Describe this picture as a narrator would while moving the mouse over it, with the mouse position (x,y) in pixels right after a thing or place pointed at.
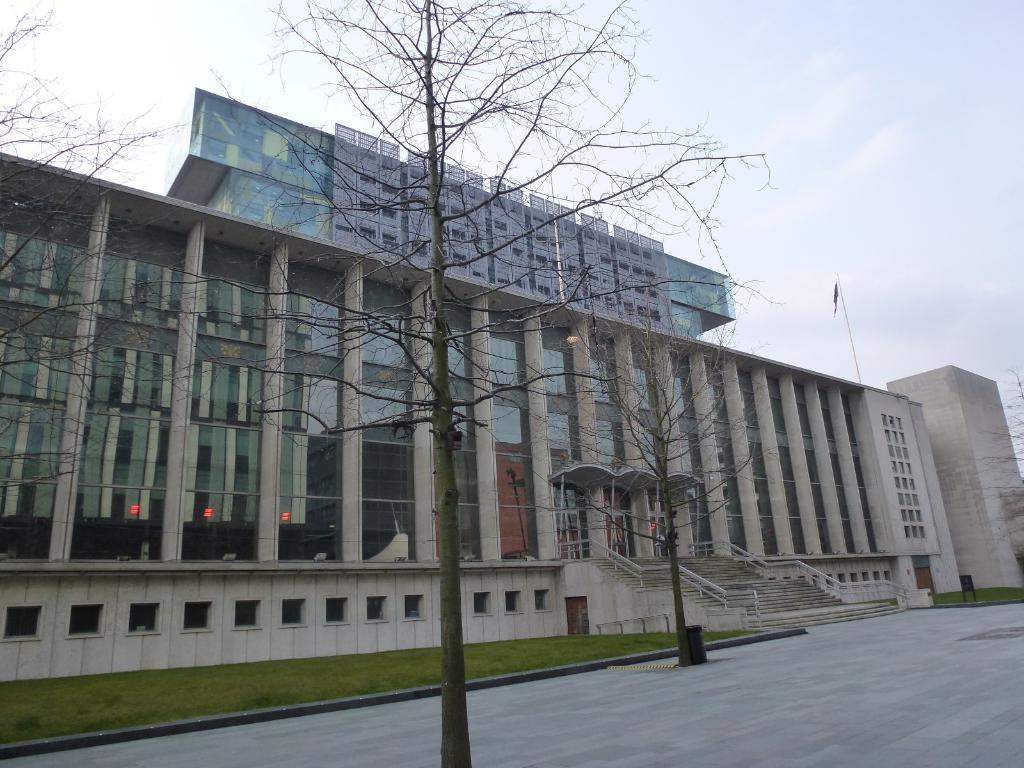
In this image, we can see a building (841,411). There are trees (453,511) in front of the building (147,371). In the background of the image (973,160), there is a sky (976,180).
